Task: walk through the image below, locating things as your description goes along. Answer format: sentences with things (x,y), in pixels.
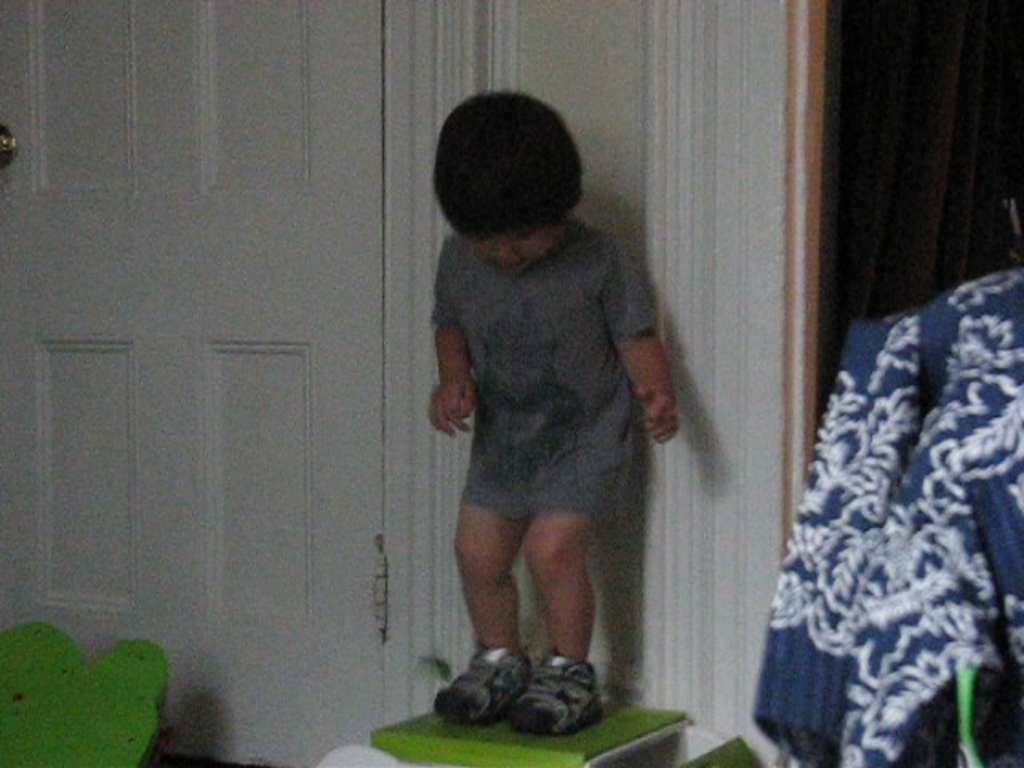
In this picture we can see a kid (501,656) is standing on an object (466,764). Behind the kid (488,477), there is a door (339,367). On the right side of the image (900,543), there is a cloth (893,578). In the bottom left corner of the image (58,731), there is a green object (62,729).
